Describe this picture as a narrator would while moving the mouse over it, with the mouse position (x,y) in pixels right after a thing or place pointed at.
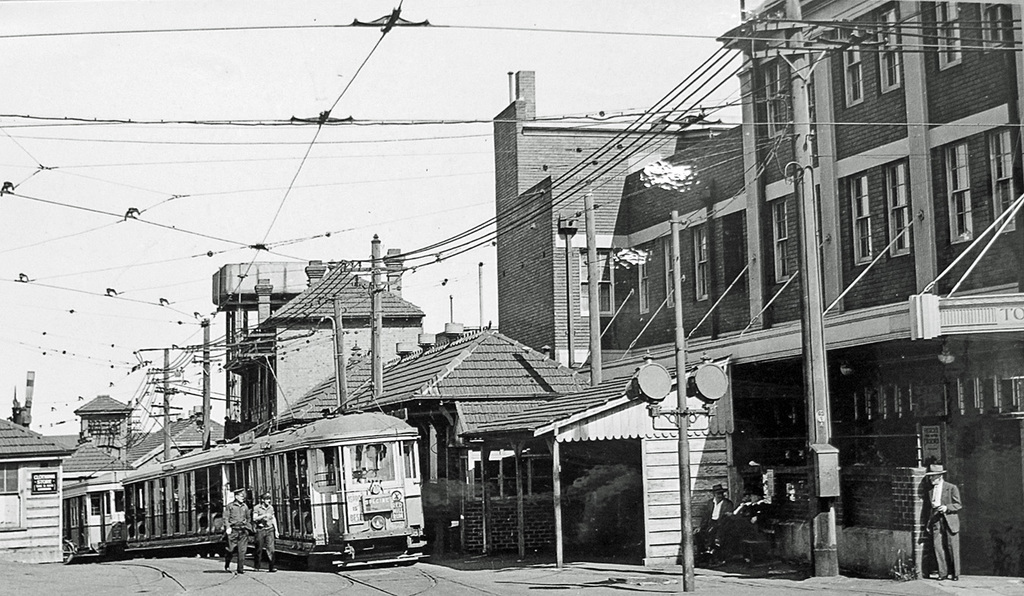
This is a black and white image. In the center of the image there is a train (293,536). There are people (243,535) walking. To the right side of the image (831,177) there are houses (477,523). At the top of the image (454,124) there is sky (256,107) and electric wires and poles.
